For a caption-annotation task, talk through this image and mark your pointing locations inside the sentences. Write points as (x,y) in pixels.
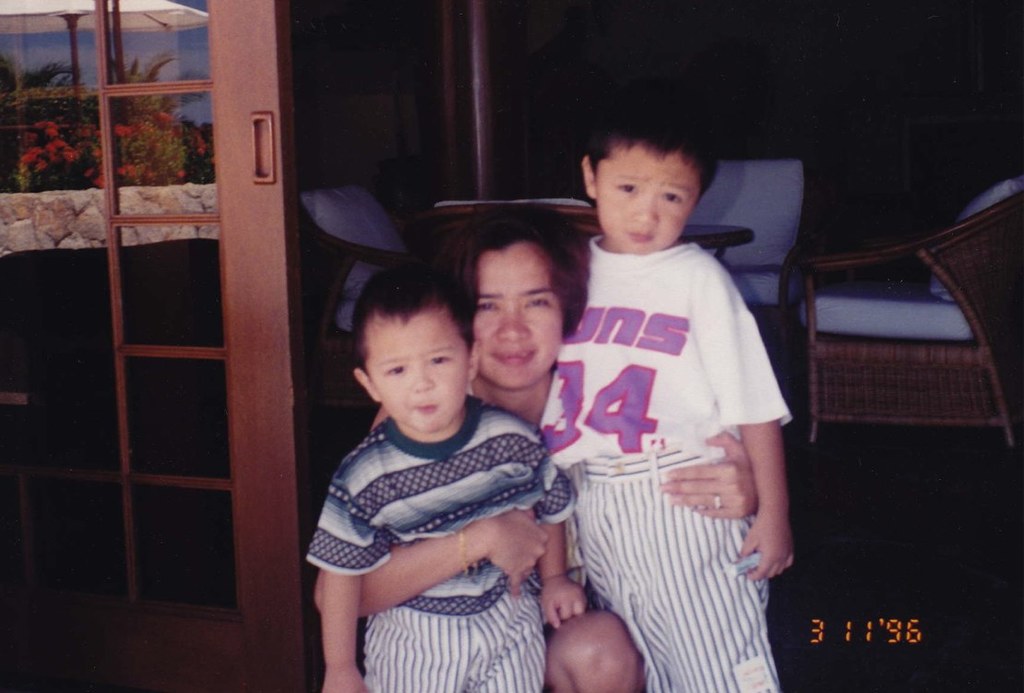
In this picture we can see a woman (575,575) with two children (599,496). These are the chairs (907,334). And there is a door (140,307). Here we can see some trees (167,161) and these are the red color flowers (57,152).
